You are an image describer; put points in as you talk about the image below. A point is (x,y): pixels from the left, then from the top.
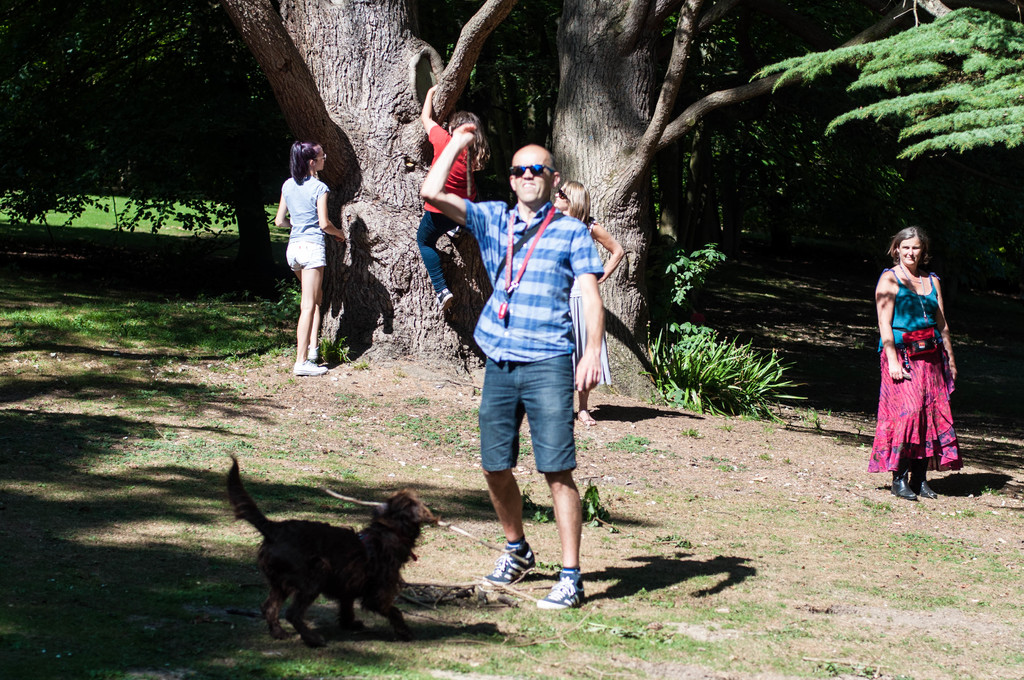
In this image I can see the ground (801,580), few persons (601,384) standing, a dog (265,527), few plants (684,374) and few trees (671,109). I can see a person (454,120) is climbing a tree (418,126).
